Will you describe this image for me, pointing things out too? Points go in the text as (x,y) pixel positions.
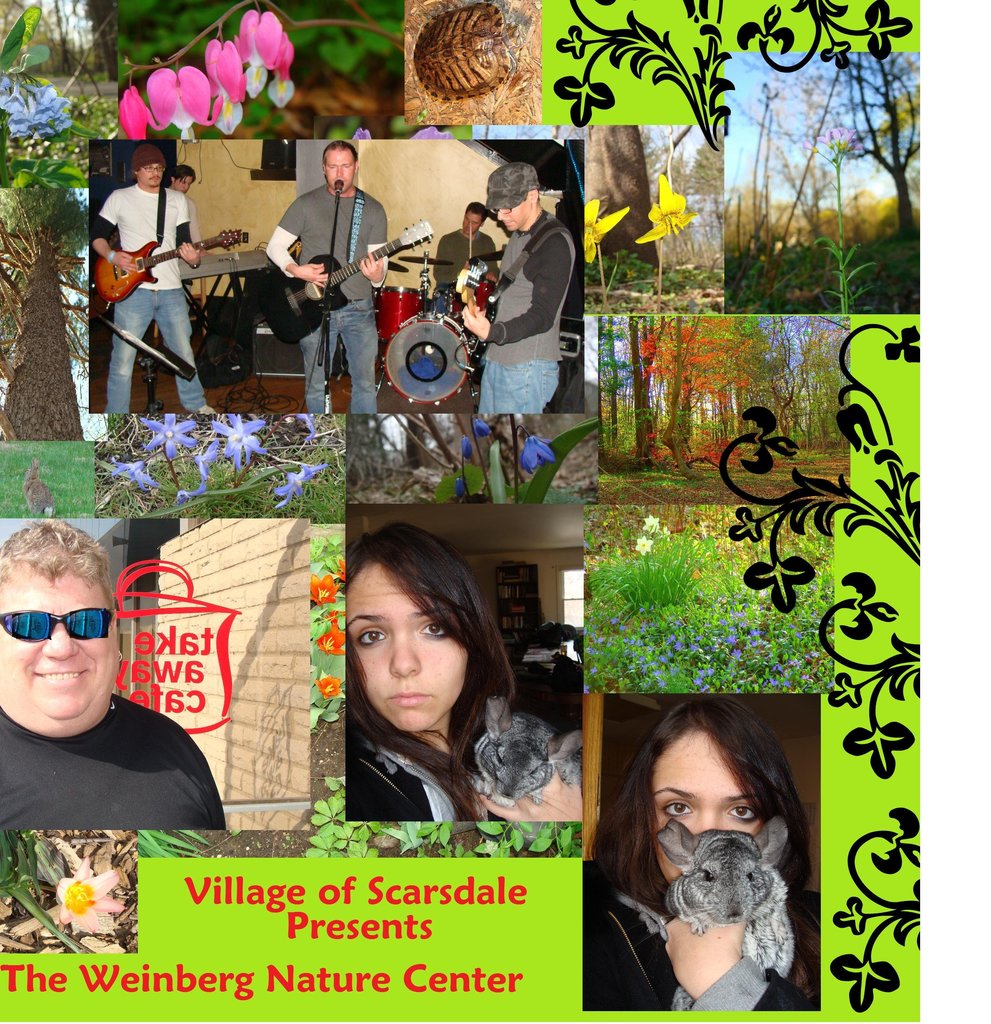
This is an edited picture. In the above picture, we see three people (292,235) standing and playing guitar (327,288). Behind them, we see a man (473,219) playing drums (401,296) and under this picture, we see a man (107,736) in black t-shirt (85,736) wearing goggles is smiling and beside him, we see the other picture in which woman (418,746) carrying some animal (514,732) is standing. Beside that, we see grass (647,569) and trees (709,402). At the bottom of this picture (194,877), we see some text (337,973) written on it.
